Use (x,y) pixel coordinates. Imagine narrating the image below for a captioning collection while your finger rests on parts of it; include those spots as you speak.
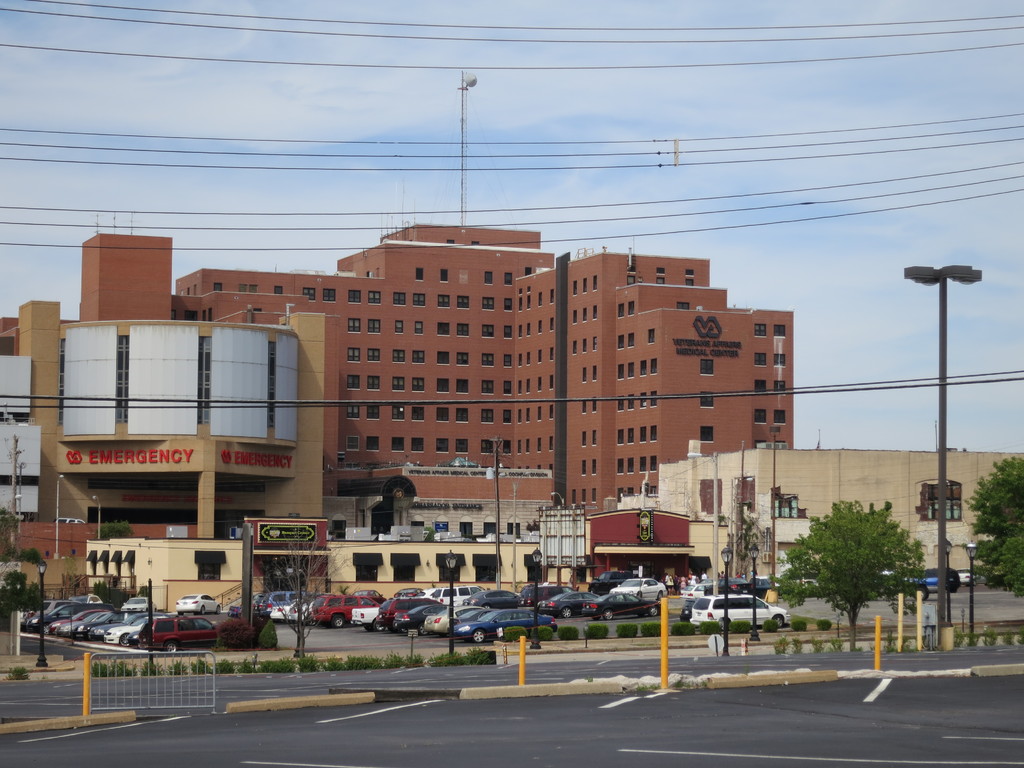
In the image there are buildings (534,387) in the back (703,488) with cars (560,601) in front of it on the road (364,640) with trees (853,610) on the right side (867,571) and above its sky (646,115) with clouds (365,117).
